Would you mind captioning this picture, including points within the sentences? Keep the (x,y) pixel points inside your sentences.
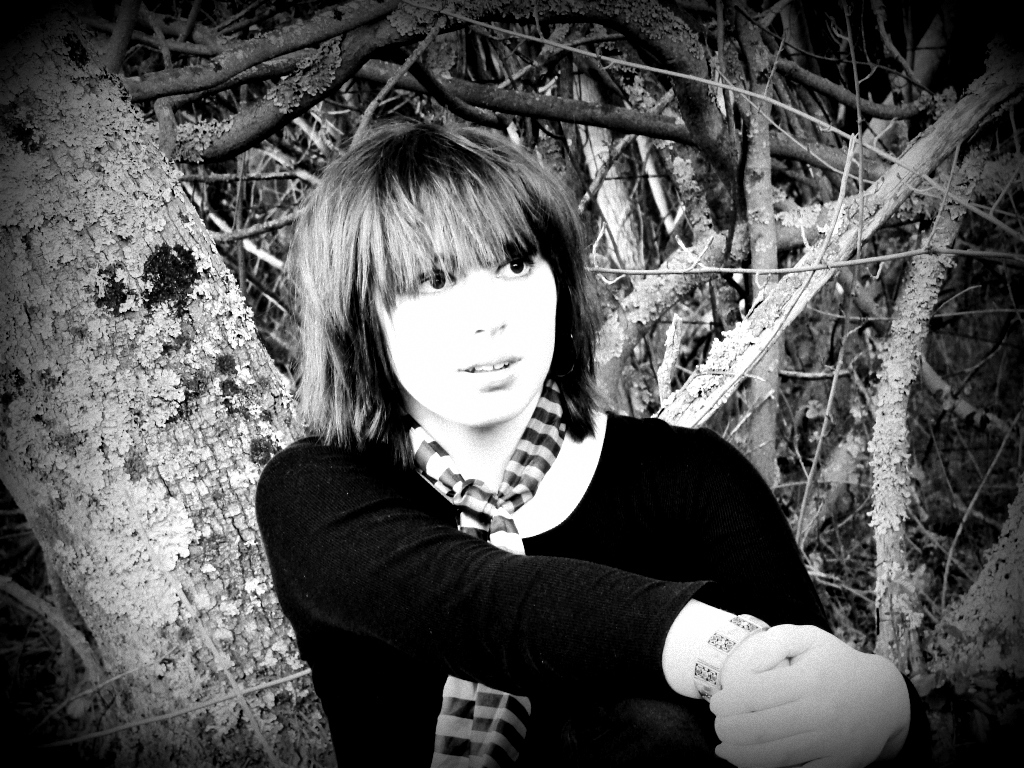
This is a black and white picture. Here we can see a woman (438,313). In the background (456,29) there are branches (710,214).
